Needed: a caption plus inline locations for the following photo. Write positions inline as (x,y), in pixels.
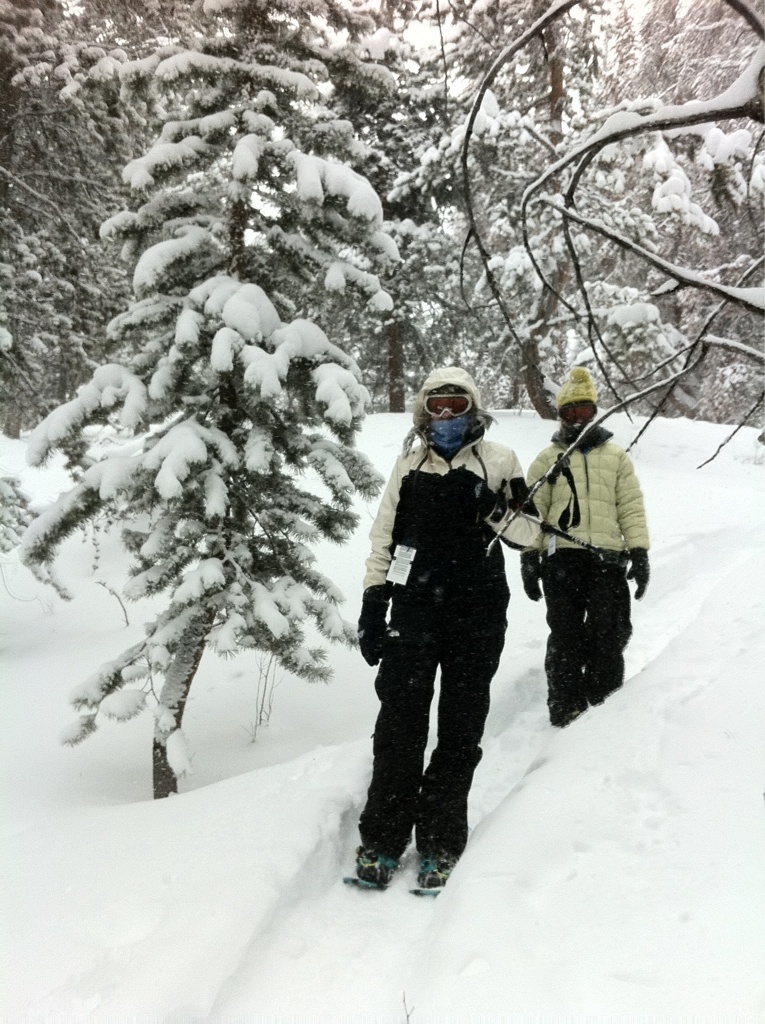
In the foreground of this image (497,496), there are two people (549,676) wearing jackets (585,485) and masks (447,423) are snowshoeing on the snow (421,957). In the background (291,289), there are trees (404,291).
